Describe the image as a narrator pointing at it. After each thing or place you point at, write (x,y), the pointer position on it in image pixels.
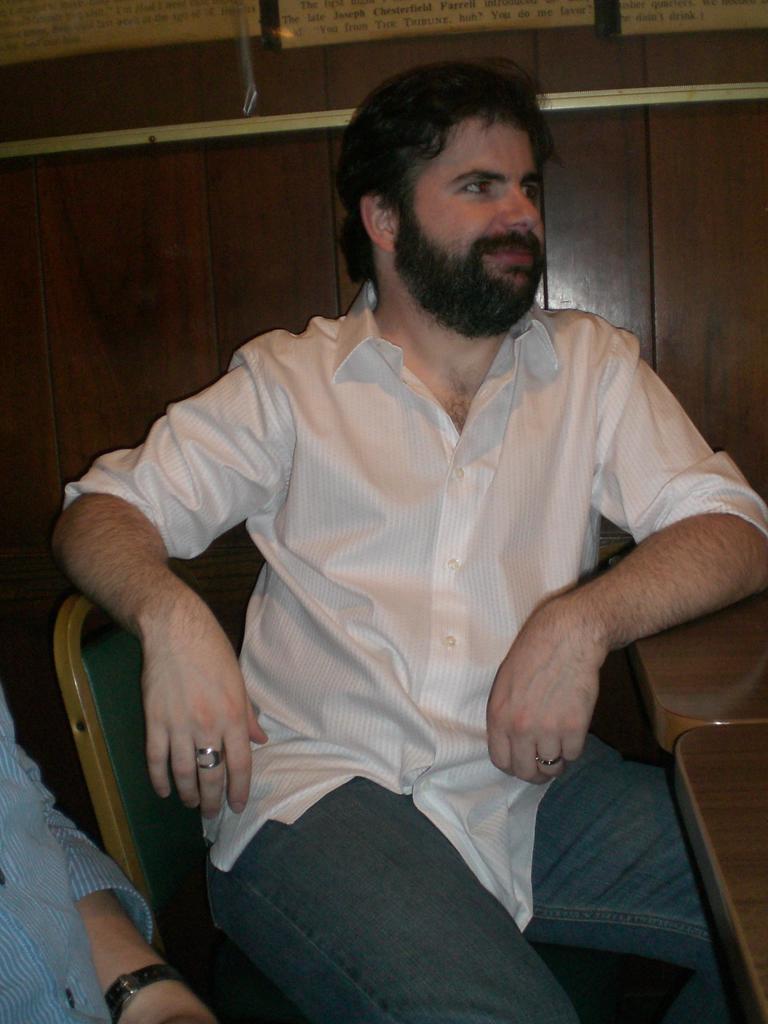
There is a man (529,327) wearing white shirt (377,582) is sitting on the chair (144,813). he has full beard (428,261) on his face (465,292) and he is smiling slightly. In the background (85,272) there is a wooden wall (207,219).
